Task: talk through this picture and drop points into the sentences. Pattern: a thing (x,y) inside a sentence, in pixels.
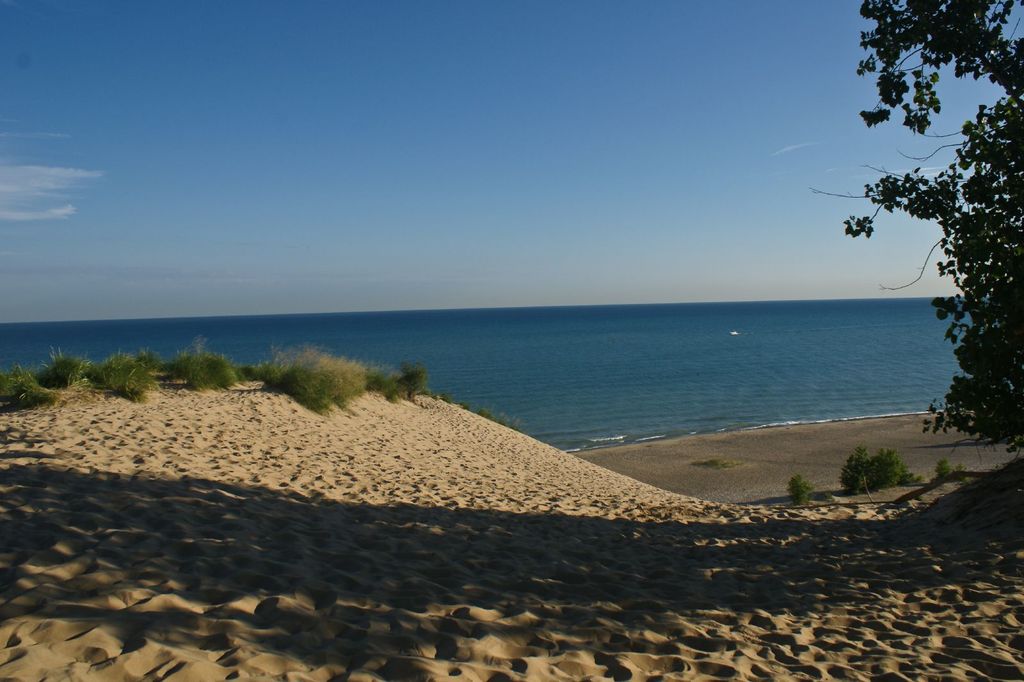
There is grass (43,384) on the sand surface (350,493) of a ground (873,600). On the right side (1004,221), there is a tree (980,400) and there are plants (879,450). In the background (750,410), there is an ocean (545,345) and there are clouds (33,175) in the blue sky (284,130).
